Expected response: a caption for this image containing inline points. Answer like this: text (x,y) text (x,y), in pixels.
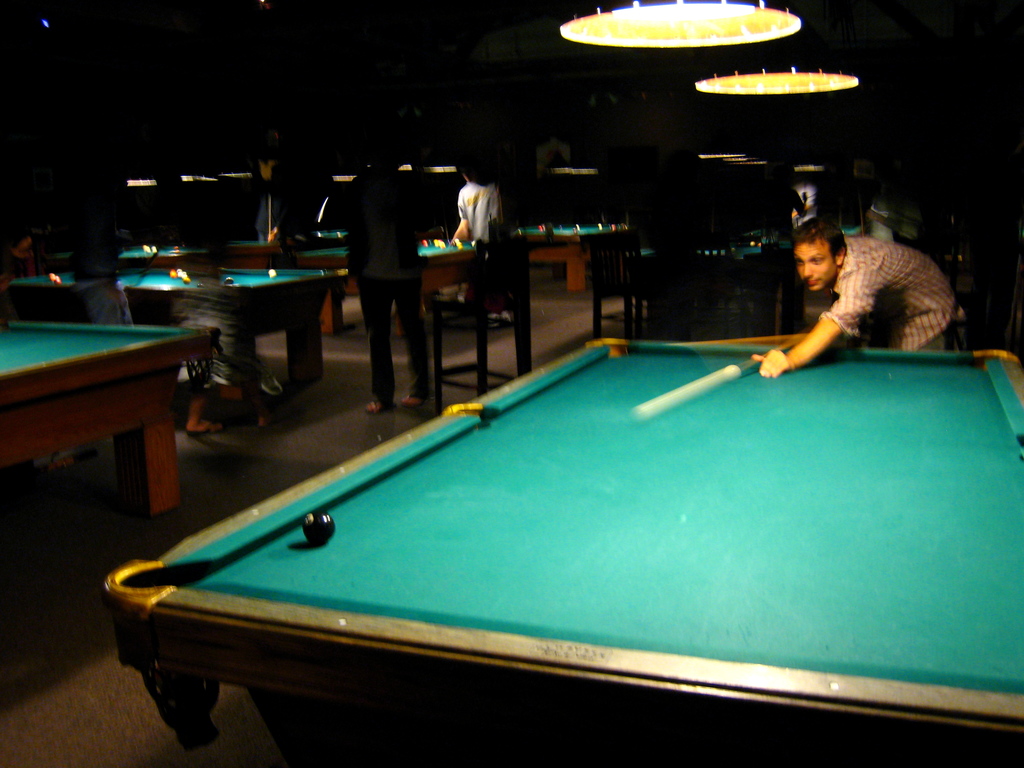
Here in this picture we can see number of billiard tables (330,328) present on the floor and in the front (864,274) we can see a person (865,258) playing the game with the help of cue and we can also see a ball (316,526) present on the table (300,533) and we can see lights (641,17) present at the top (711,88) and we can see other people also standing near other table (255,260).
